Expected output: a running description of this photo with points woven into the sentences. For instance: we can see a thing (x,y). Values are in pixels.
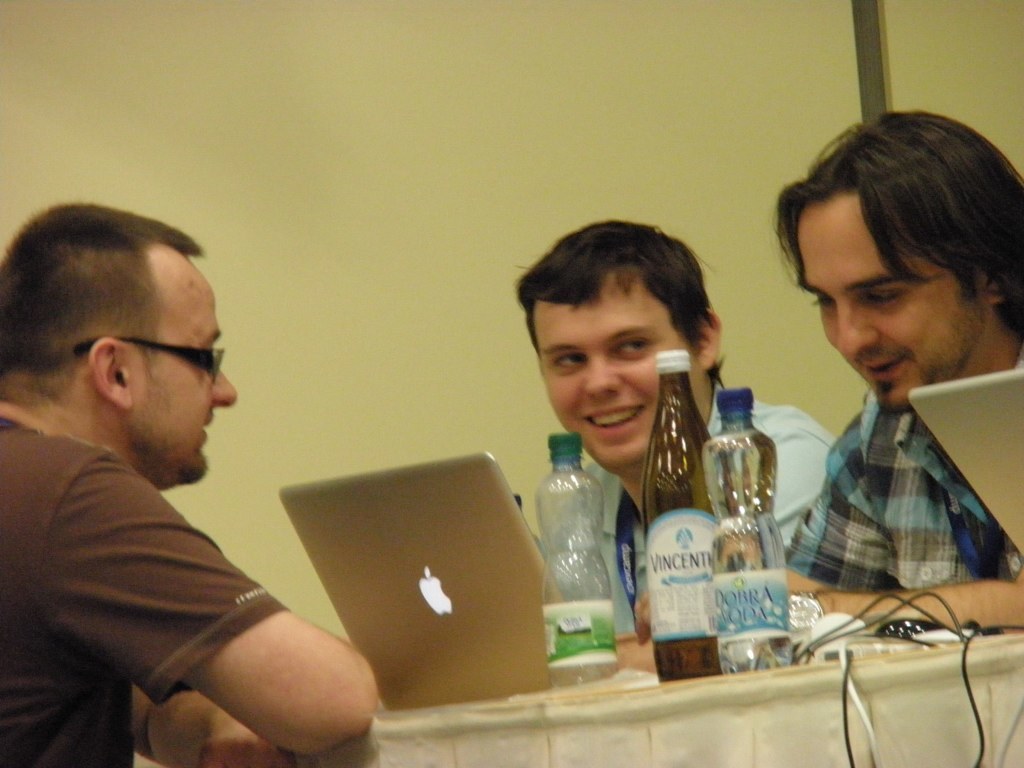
This picture shows three men (73,256) sitting on the chair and we see three bottles (739,547) and couple of laptops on the table (690,735) and we see smile on their faces (190,449) and a man (171,344) wore spectacles (138,340) on his face (127,401).
